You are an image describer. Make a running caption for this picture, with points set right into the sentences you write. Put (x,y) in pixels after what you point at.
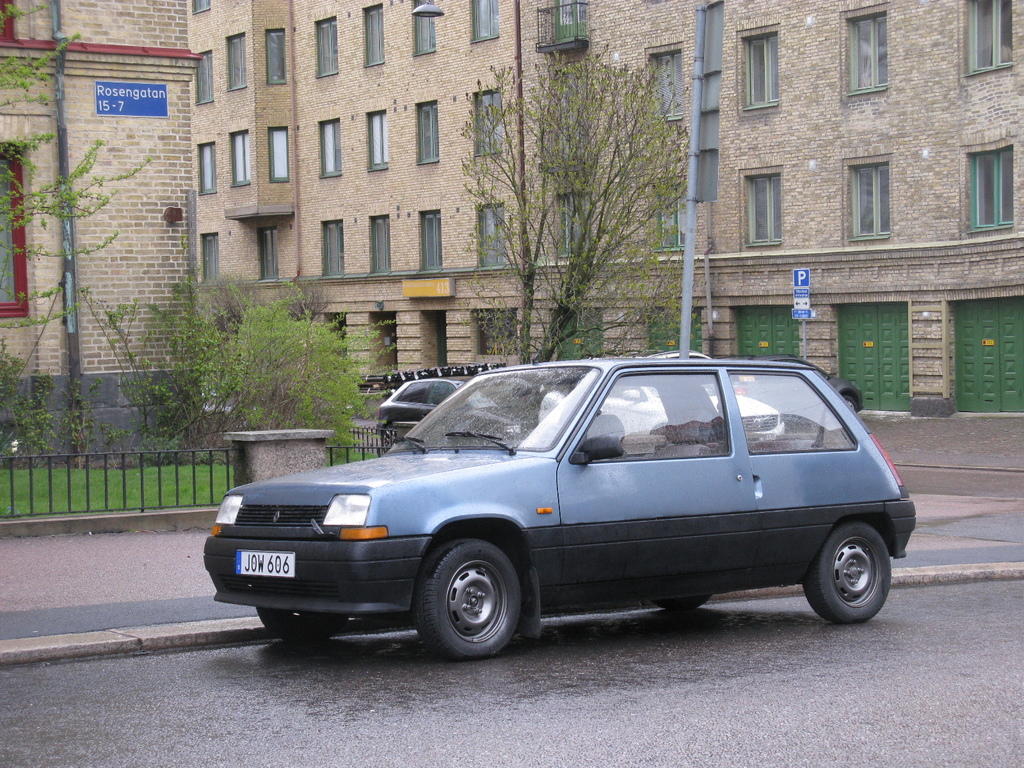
In this image we can see a few cars (603,433) on the road (799,666), there are trees (259,381), two buildings (462,90), an iron railing (106,467), a sign board (801,305), poles (687,306) with board (707,173) and there are windows (382,159) and doors (877,325) to the building (836,267).
